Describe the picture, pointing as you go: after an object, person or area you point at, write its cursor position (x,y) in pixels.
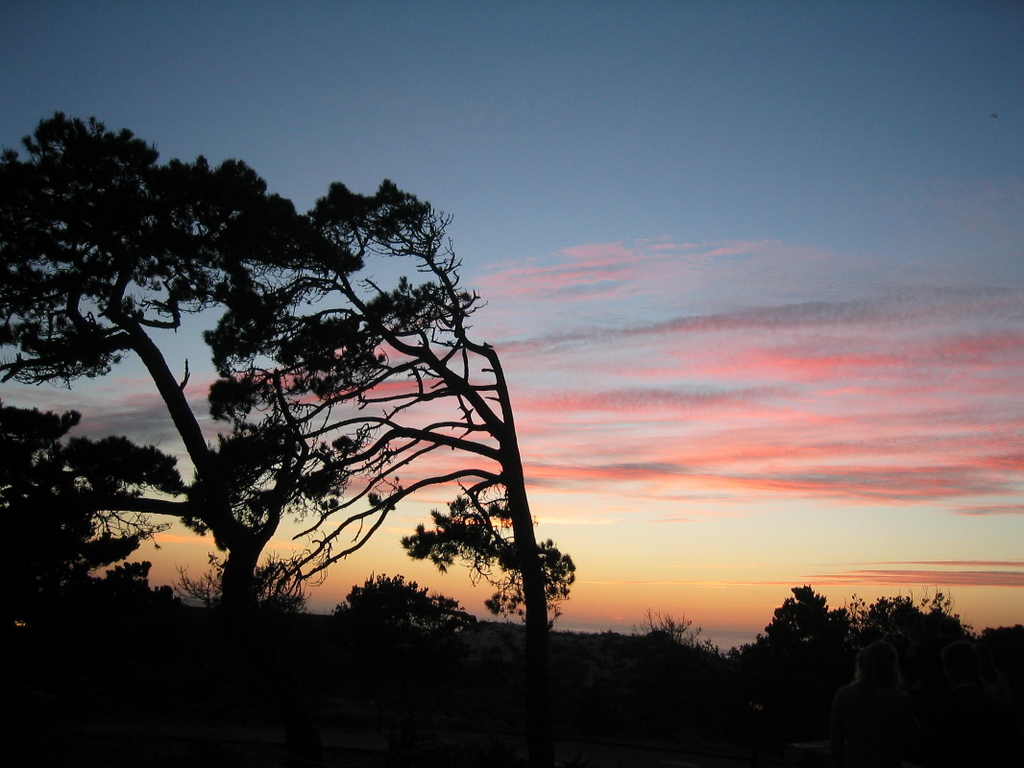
In this picture we can see few trees (426,372) and clouds (531,452).
